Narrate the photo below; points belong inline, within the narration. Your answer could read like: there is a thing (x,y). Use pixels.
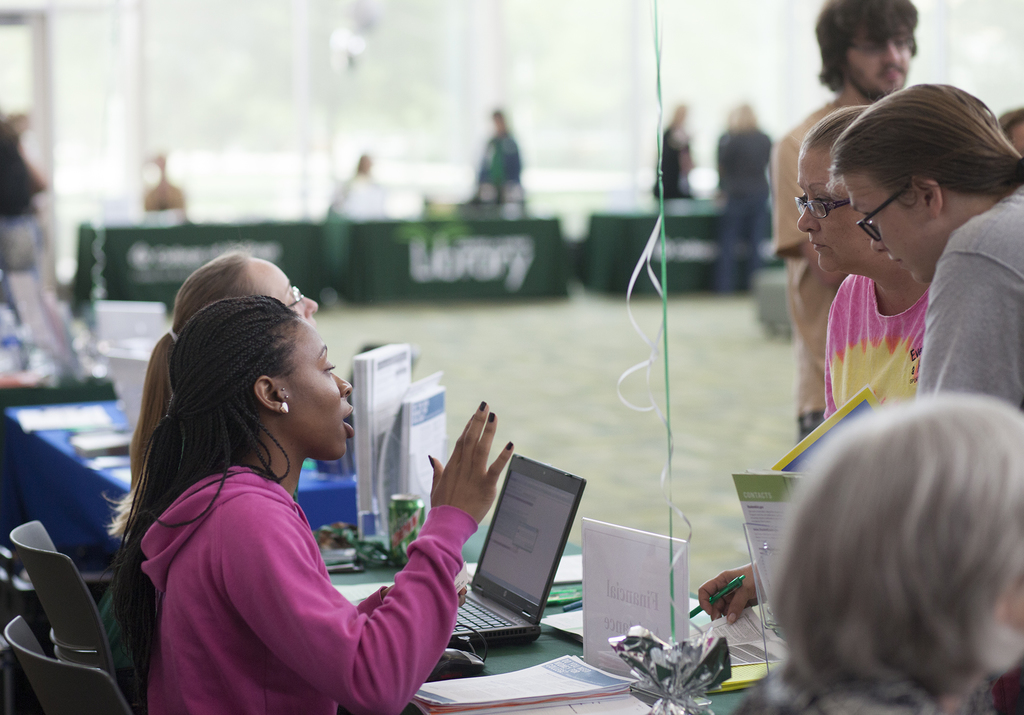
In this image there are two persons (149,676) sitting on the chairs (59,582), and on the table (365,570) there are papers (437,691), books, tin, mouse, laptop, and some objects (364,557), and in the background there are group of people (1010,392) standing, a person (887,499) holding a pen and a paper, boards (691,278), carpet (577,322).
